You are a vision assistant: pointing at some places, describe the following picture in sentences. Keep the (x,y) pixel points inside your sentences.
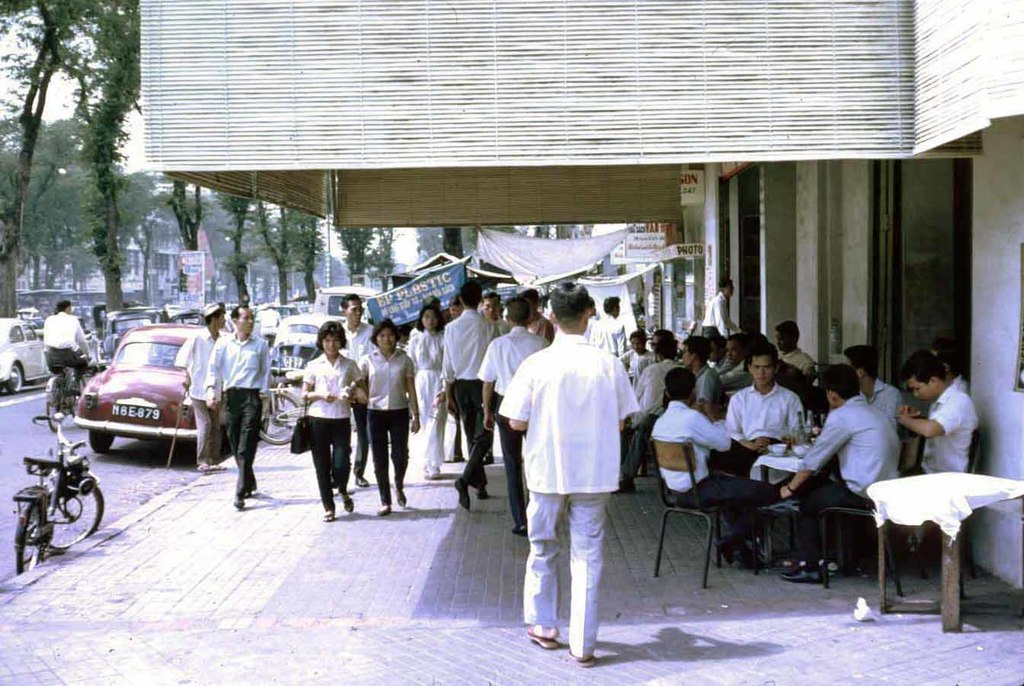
In this picture we can see some persons (262,353) are walking on the road (332,630). There is a bicycle (58,471) and these are vehicles (297,345). Here we can see some persons (813,493) are sitting on the chairs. These are the trees (183,218) and there is a building (778,191).
